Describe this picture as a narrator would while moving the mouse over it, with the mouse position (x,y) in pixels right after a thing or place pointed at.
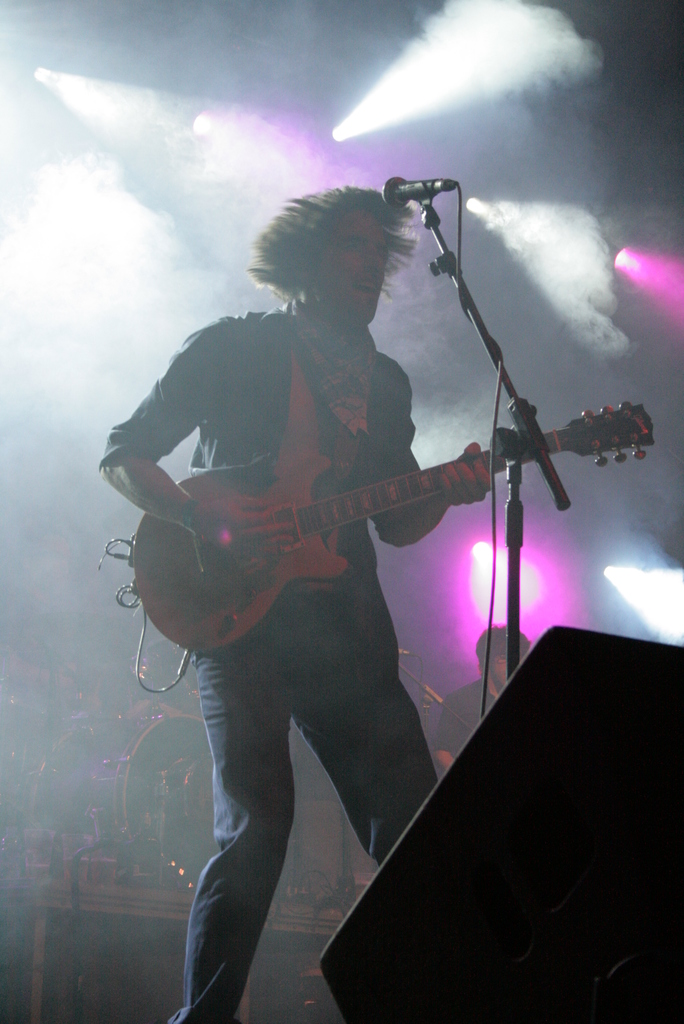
In the image we can see there is a person (295,459) standing and he is holding a guitar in his hand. There is a mic (441,181) with a stand (514,488) in front of him. Behind there is another person (504,680) standing.
